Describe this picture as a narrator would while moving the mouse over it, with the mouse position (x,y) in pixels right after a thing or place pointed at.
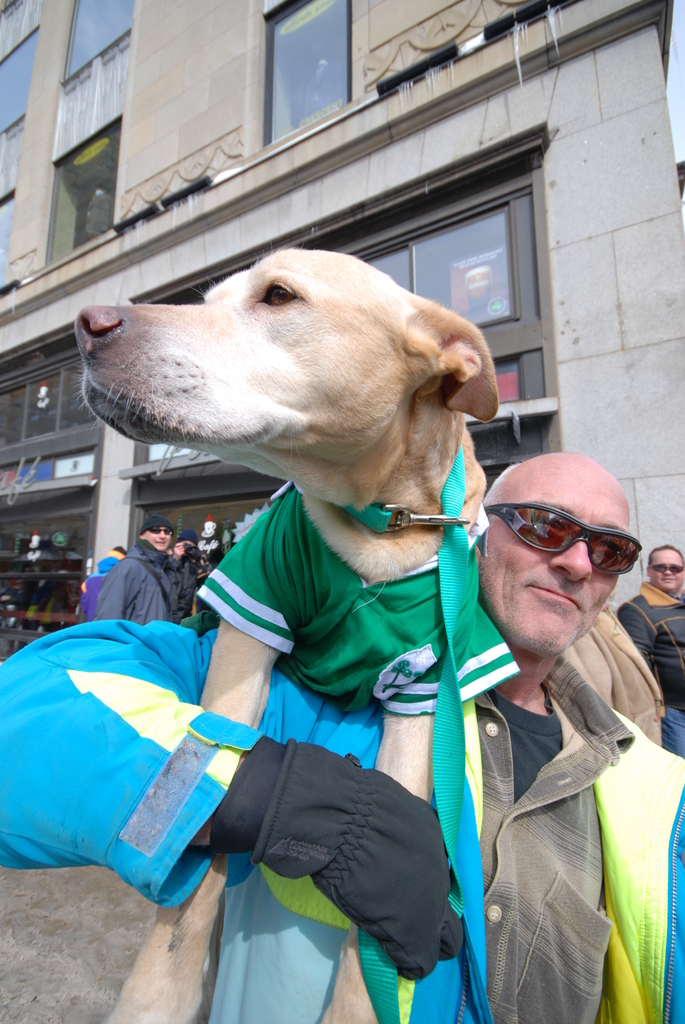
This picture shows a man (573,561) wearing a spectacles (626,561), holding a dog (313,340) on his shoulders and the dog (352,625) is wearing a shirt (352,653). In the background (178,600) there are some people (182,600) standing and we can observe a building (252,121) with some windows (264,121) here.
